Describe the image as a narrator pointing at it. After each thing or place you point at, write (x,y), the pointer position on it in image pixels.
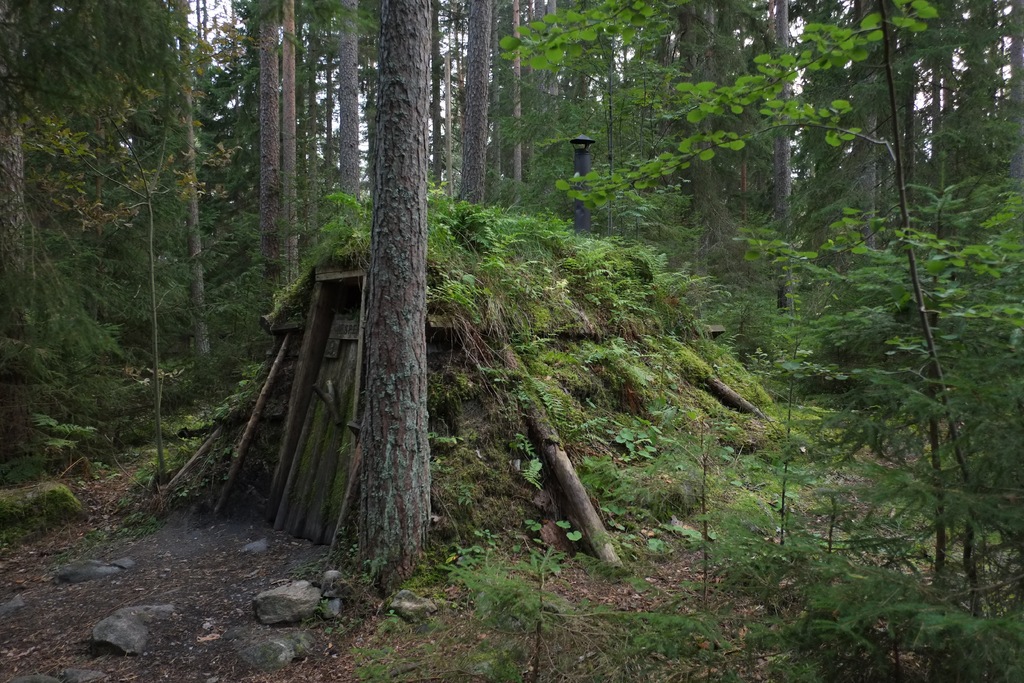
This image is taken outdoors. At the bottom of the image (163,604) there is a ground (121,596) with grass (496,670) on it. In this image there are many trees (230,322) and plants (445,268). In the middle of the image (364,312) there are a few wooden sticks (318,461).
